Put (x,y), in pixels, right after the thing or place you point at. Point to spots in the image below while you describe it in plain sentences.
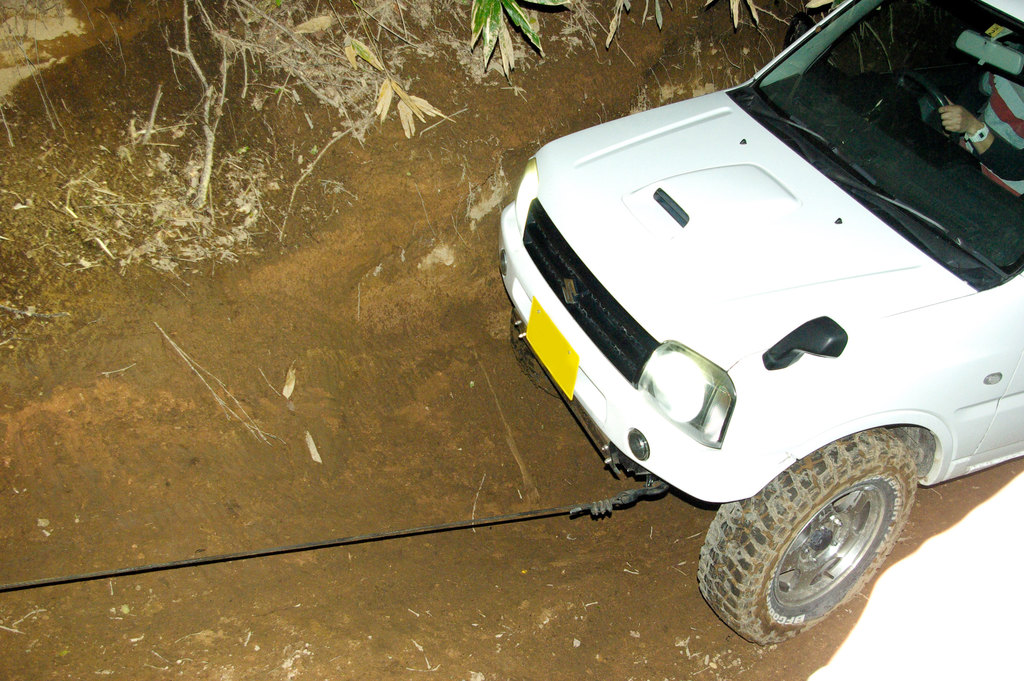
On the right side of this image (726,197) I can see a car (686,286). Inside the car (688,195) there is a person (996,124) sitting and holding the steering (932,94). Here I can see a rope (71,582) which is attached to the car (643,472). At the top (473,14) I can see the leaves (362,59) of a plant (487,9).
